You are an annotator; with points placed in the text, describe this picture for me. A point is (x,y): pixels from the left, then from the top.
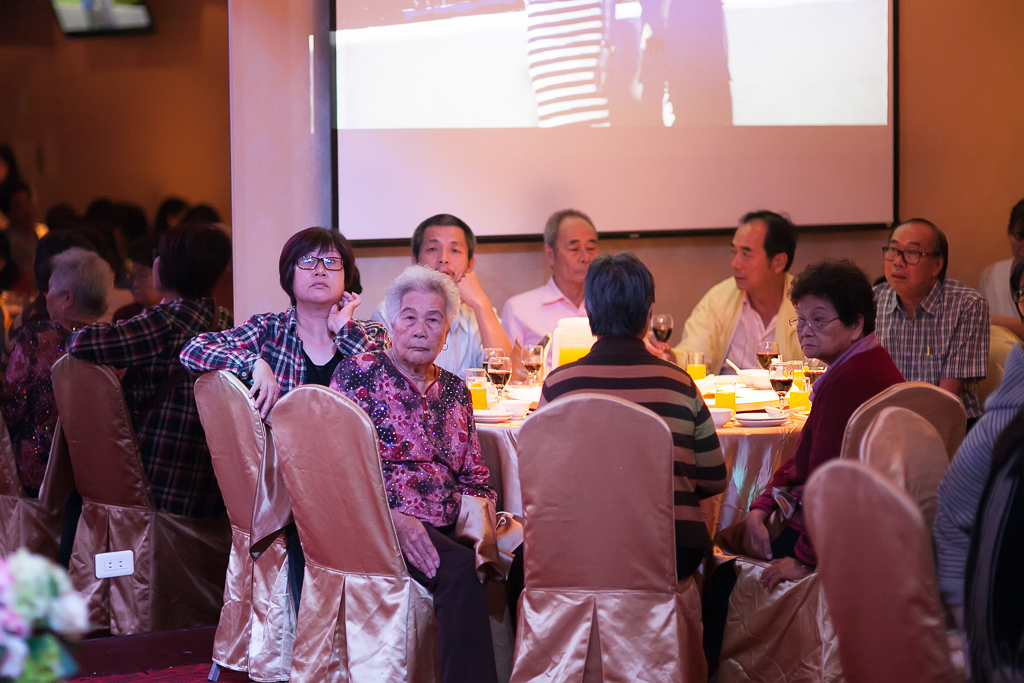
In this image there are some persons (581,283) sitting on the chairs (248,531) as we can see at bottom of this image (381,479). There is a table (751,483) at right side of this image (770,469). There are some glasses (728,399) and some bowls (751,385) and plates (760,419) are kept on to this table (730,426). There is a screen (575,177) at top of this image (567,151) which is in white color, and there is a wall (953,37) in the background (170,135) and there is one television (134,17) at top left corner of this image (127,38), and there is one object (61,612) at bottom left corner of this image (66,630).
